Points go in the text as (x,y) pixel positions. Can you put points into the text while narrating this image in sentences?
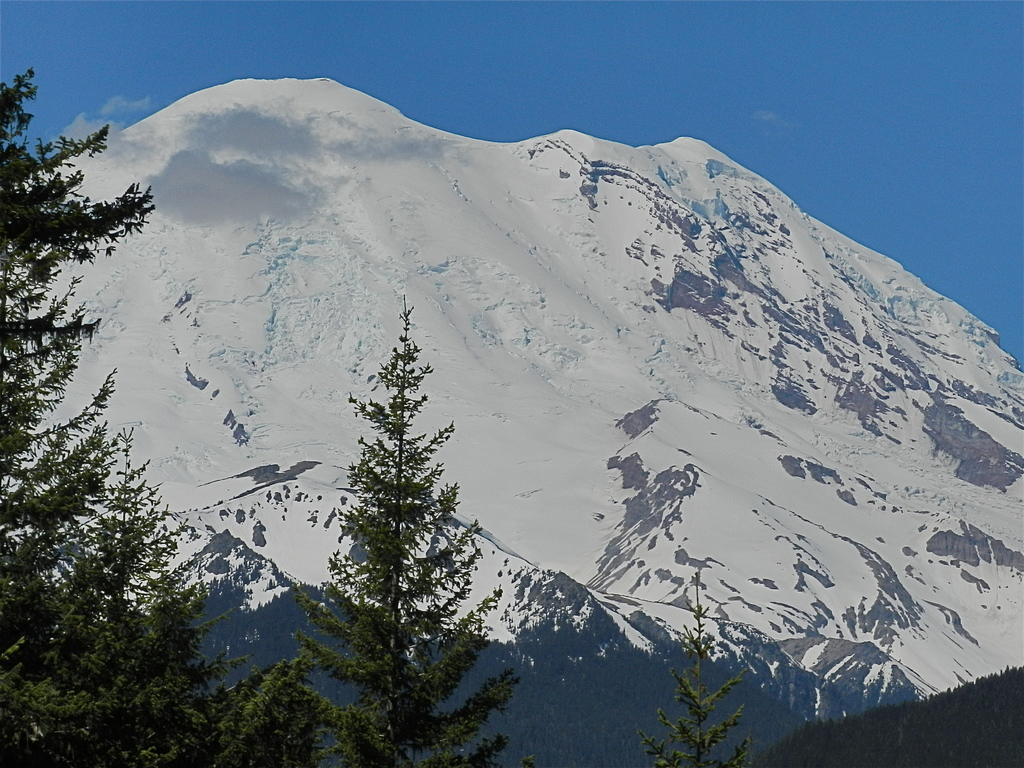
In this image we can see group of trees (38,645), mountain (716,243) and sky (748,58).
